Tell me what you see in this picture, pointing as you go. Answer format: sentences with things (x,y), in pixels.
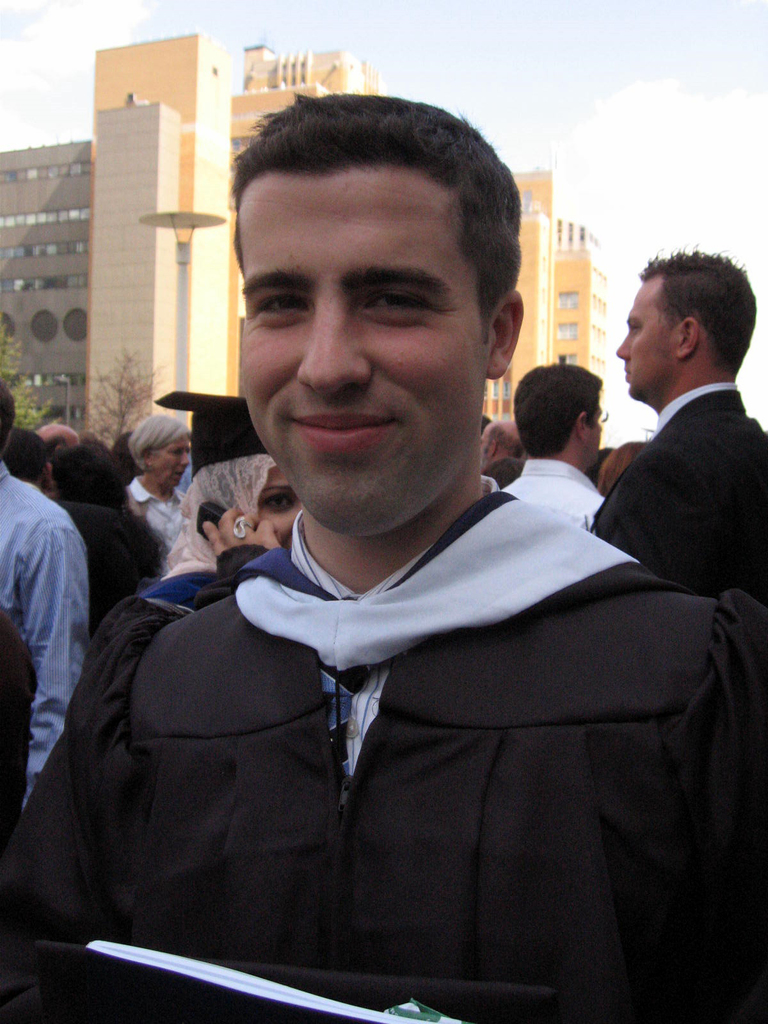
In this image we can see a man (416,541). He is wearing a black color dress (455,671). In the background (5,545), we can see people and buildings (559,256). At the top of the image (553,53), we can see the sky (637,53) with some clouds (665,156). There is an object (297,992) at the bottom of the image (468,1022).
